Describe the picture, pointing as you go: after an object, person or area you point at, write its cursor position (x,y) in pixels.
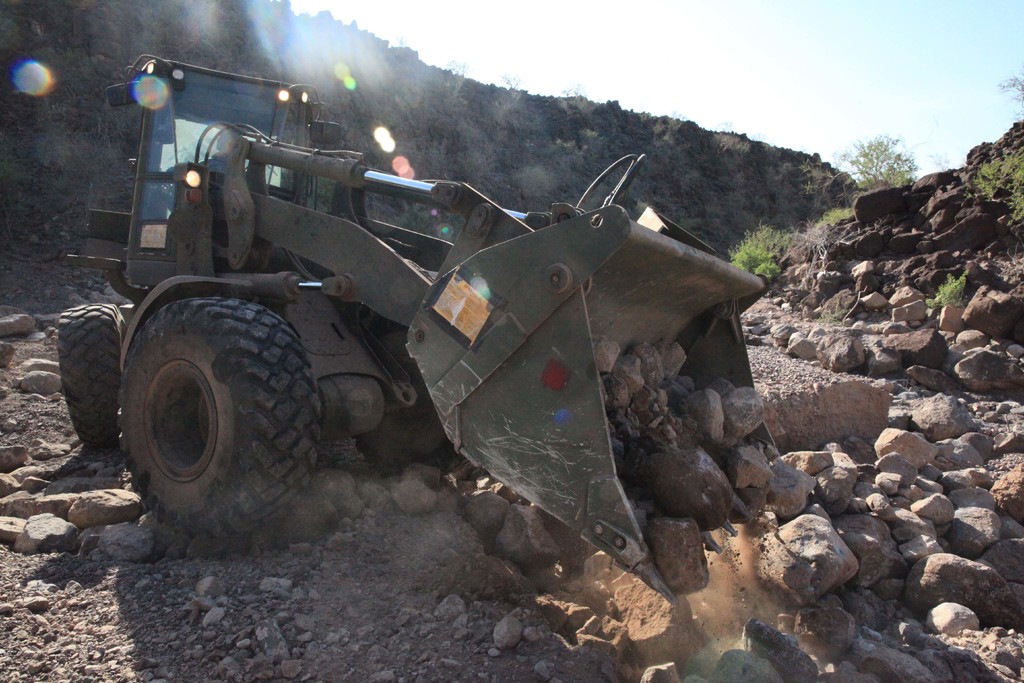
In this image in the center (418,258) there is a vehicle (473,388) and there are stones (802,456). In the background (664,197) there are rocks (876,208) and trees (904,173).
